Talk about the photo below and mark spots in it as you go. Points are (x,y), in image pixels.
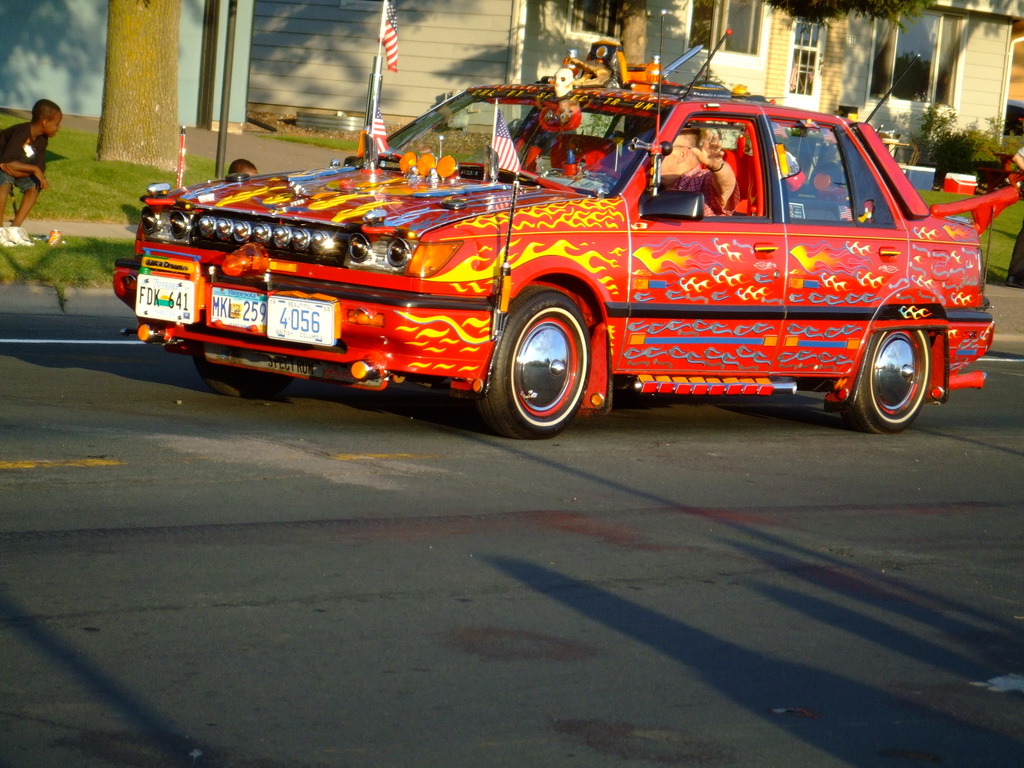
In this image I can see the road (577,526) and a car (674,295) which is red, yellow and black in color on the road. I can see few persons (667,174) in the car (638,155). In the background (14,129) I can see some grass (81,177), few children (45,124), few trees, few buildings (252,43) and few windows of buildings (726,50).
